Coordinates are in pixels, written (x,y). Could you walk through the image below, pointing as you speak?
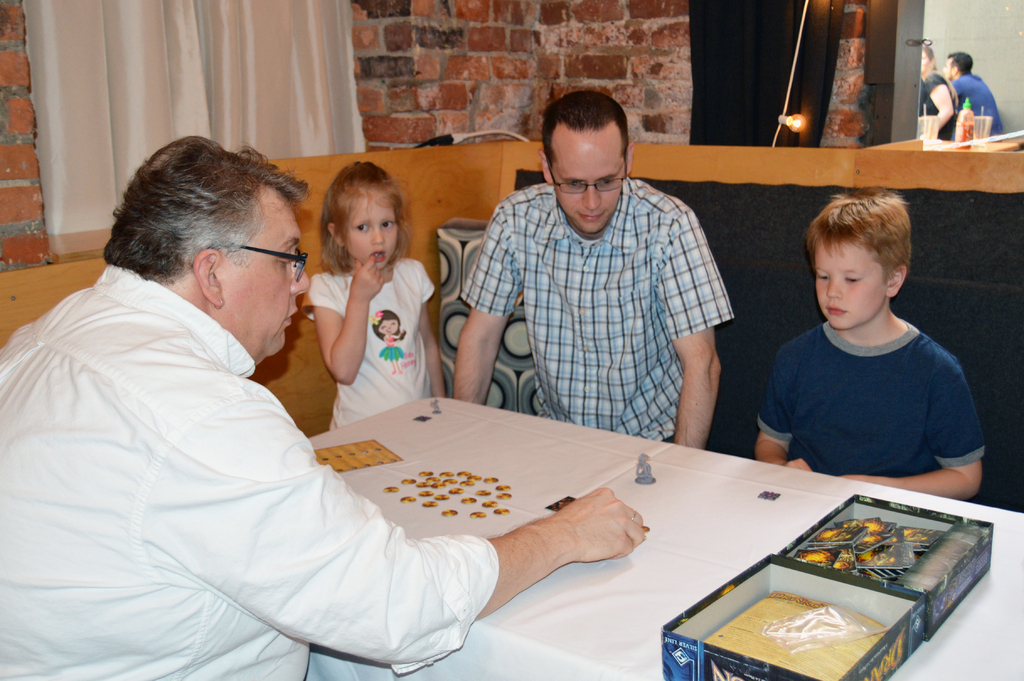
there is room (296,375) in which two persons (264,342) are sitting opposite to each other and they were playing with some thing (434,485) on the table (486,500) which are present on the table (687,561) and there are two children (369,382) sitting beside them, here we can also see persons (932,102) sitting bit far away in the room (732,291).
